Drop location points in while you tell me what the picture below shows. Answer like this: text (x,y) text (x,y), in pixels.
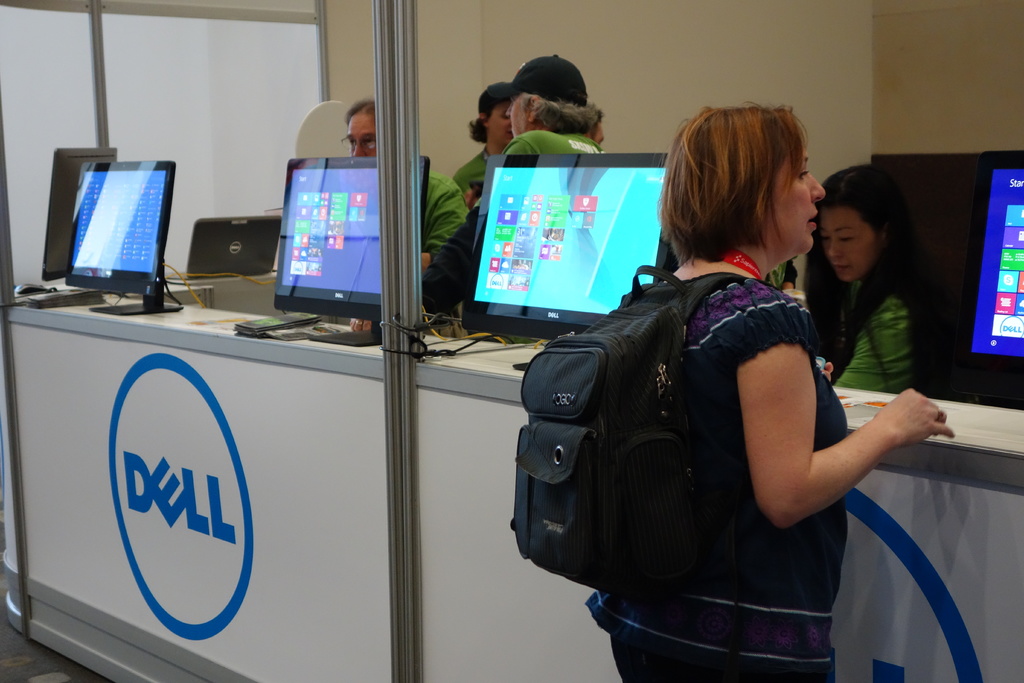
In the image there are desktops (521,283) on the table (990,416) and in front of the desktops (493,266) there is a woman (749,470) standing and behind the desktops (332,212) there are few people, in the background (876,11) there is a wall (761,22).
